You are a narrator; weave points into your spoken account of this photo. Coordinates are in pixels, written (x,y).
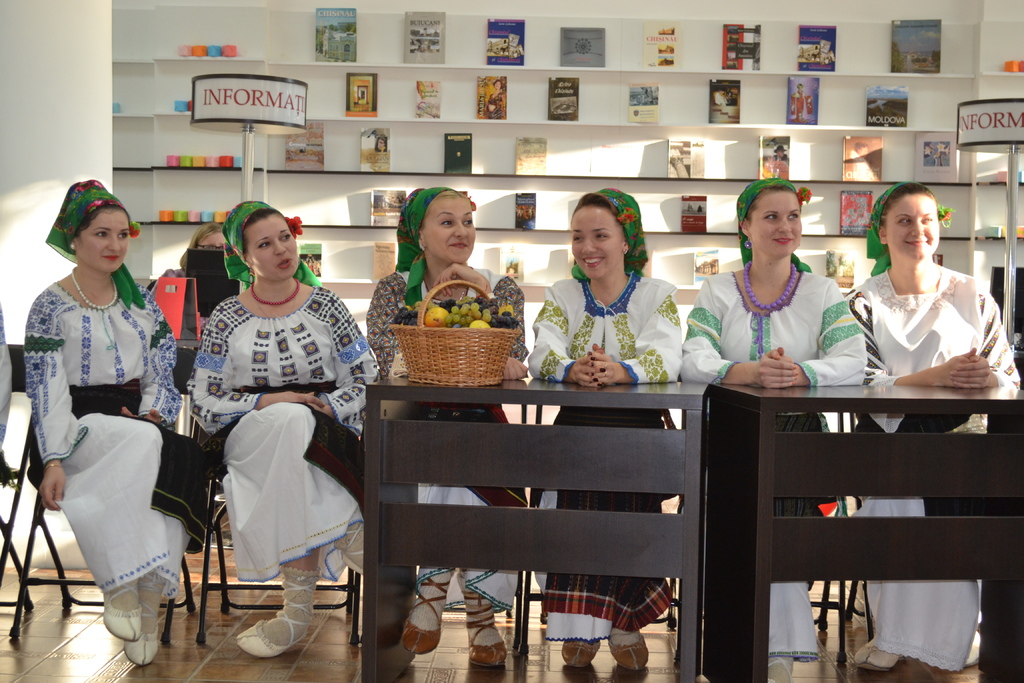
In this image I can see a group of women (442,293) are sitting on a chair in front of a table (637,430). On the table (604,468) I can see there is a basket (476,338) with fruits (484,308). In the behind of these women (771,312) i can see there is a shelf (686,95) with books (493,56) on it.
